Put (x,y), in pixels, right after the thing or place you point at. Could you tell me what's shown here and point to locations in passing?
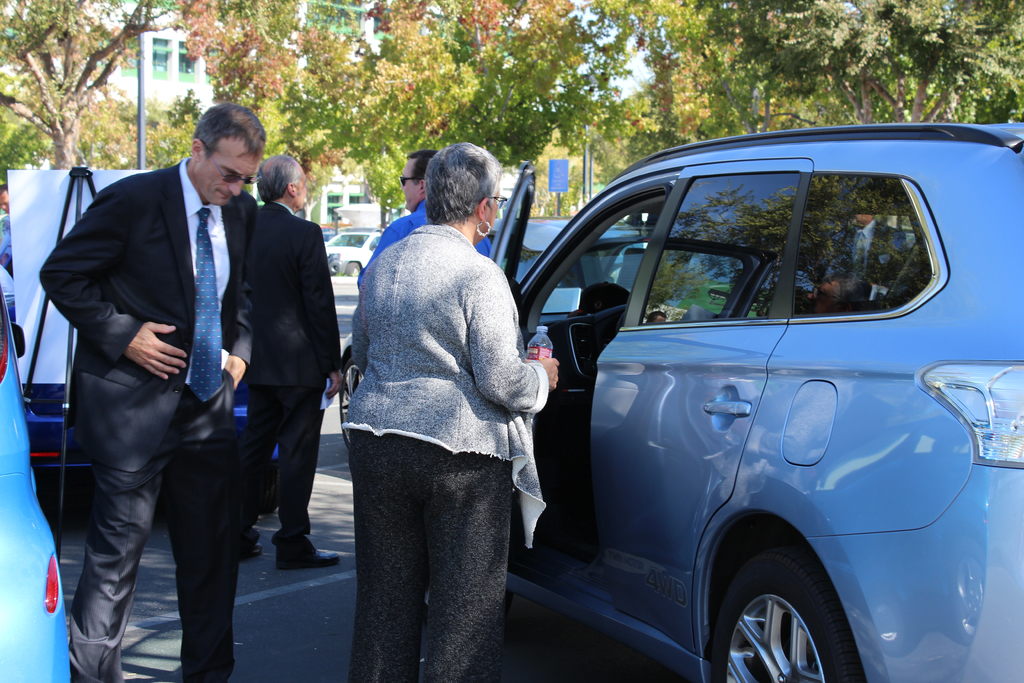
In this image we can see a few people (283,380) standing on the road (69,570) and there are some vehicles (587,490) and we can see a board (51,219). There are some trees (389,68) and a building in the background (244,95).
